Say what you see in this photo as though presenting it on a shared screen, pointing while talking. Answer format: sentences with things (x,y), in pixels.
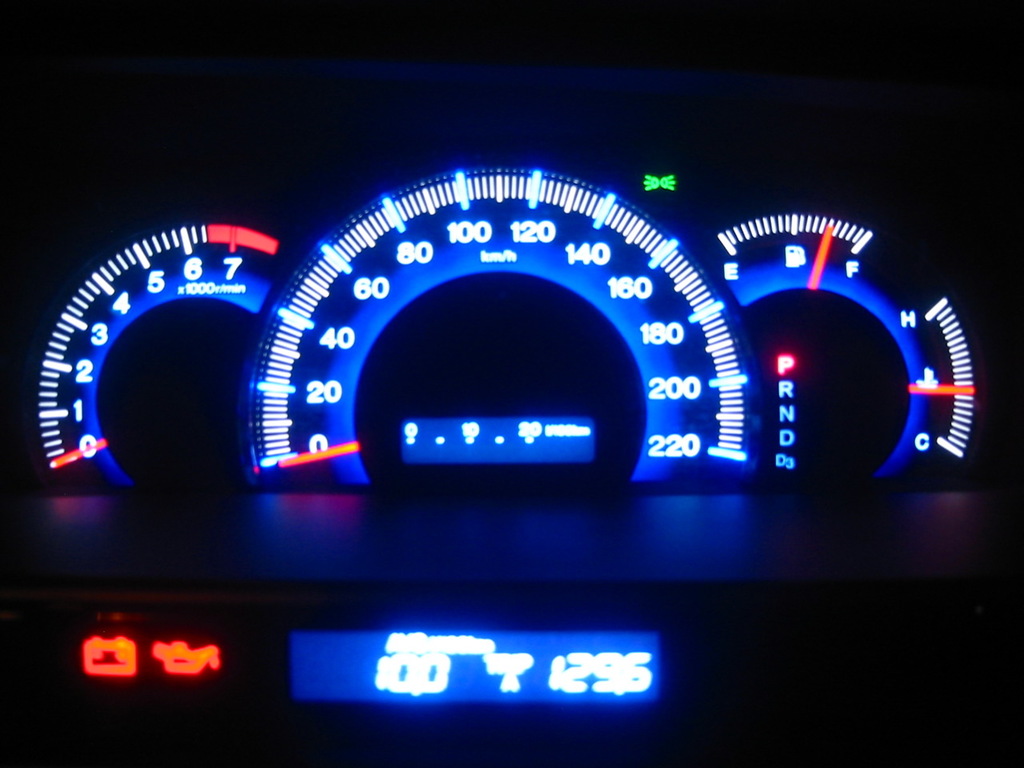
In this picture I can see there is a speedometer (326,375) and it has indicators (299,327) and numbers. There is a small display screen (487,669) and there are two symbols (117,652) on the left side of the screen (481,683) and the rest of the image is dark.
